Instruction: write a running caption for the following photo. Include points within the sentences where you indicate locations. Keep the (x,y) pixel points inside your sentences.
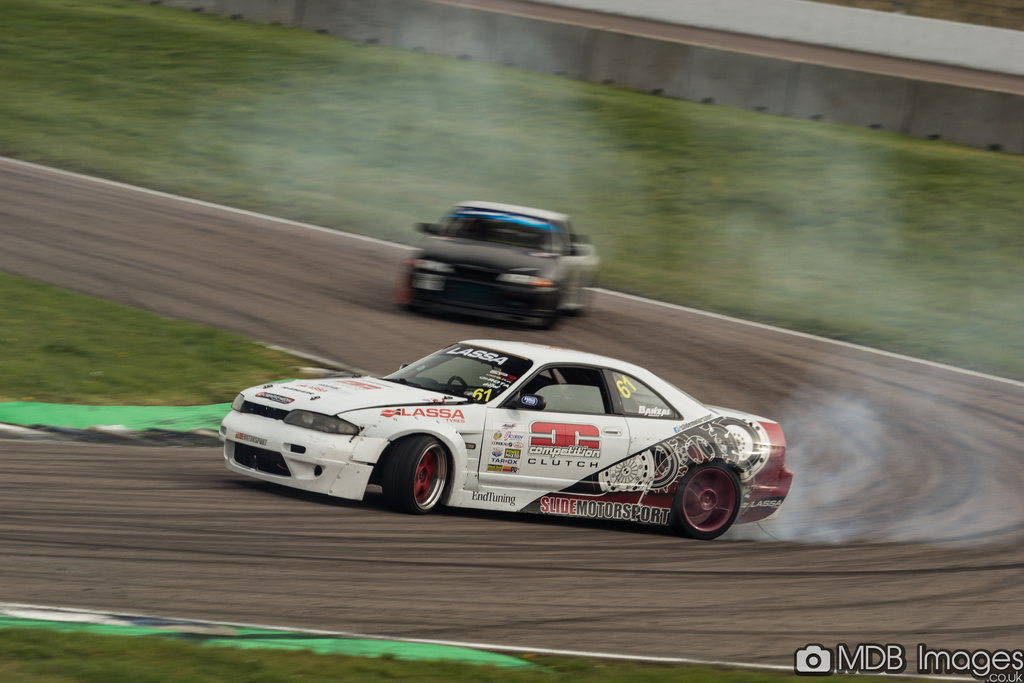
In this picture I can see couple of cars (406,504) on the road (428,351) and I can see grass (832,238) on the ground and text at the bottom right corner of the picture (809,663) and it looks like a car racing and I can see smoke (901,445).
